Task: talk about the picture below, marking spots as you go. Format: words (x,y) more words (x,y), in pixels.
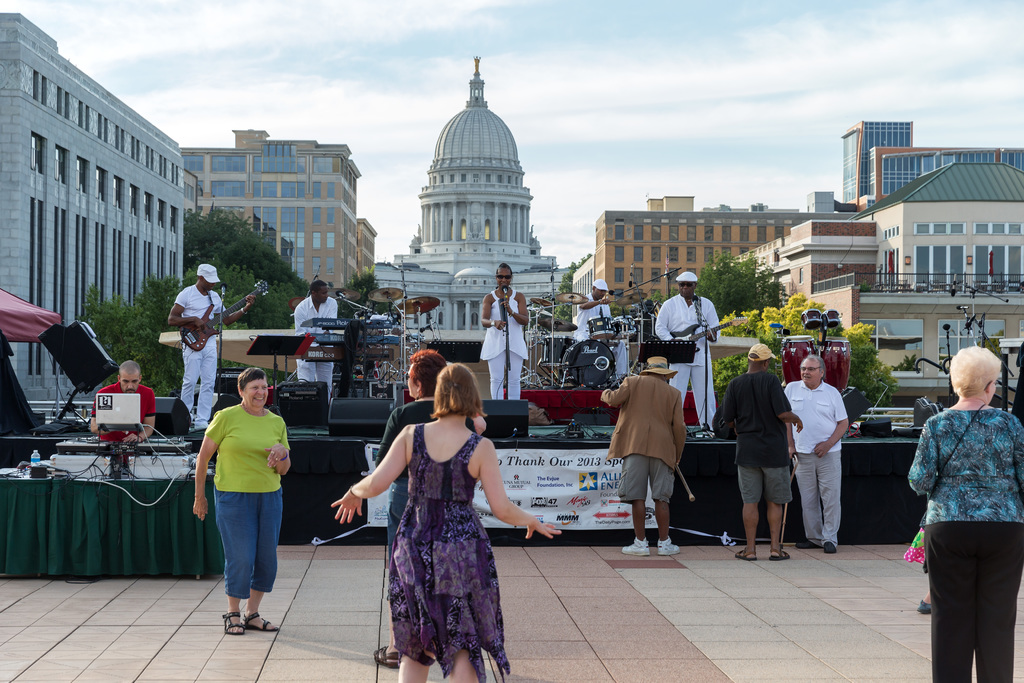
At the bottom of this image (408,469), there are persons (486,596) in different color dresses (649,458) on the floor (621,630), on which there is a person (122,371) in red color T-shirt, standing in front of the table (55,537), on which there are musical instruments (116,446), a laptop (113,402), a bottle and other objects (103,446) arranged. In the background (199,396), there are persons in the white colored dresses (674,321), standing on the stage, on which there are speakers (87,360) and musical instruments (627,303) arranged, there are buildings (998,174), trees (270,253) and there are clouds (377,25) in the blue sky (244,21).
